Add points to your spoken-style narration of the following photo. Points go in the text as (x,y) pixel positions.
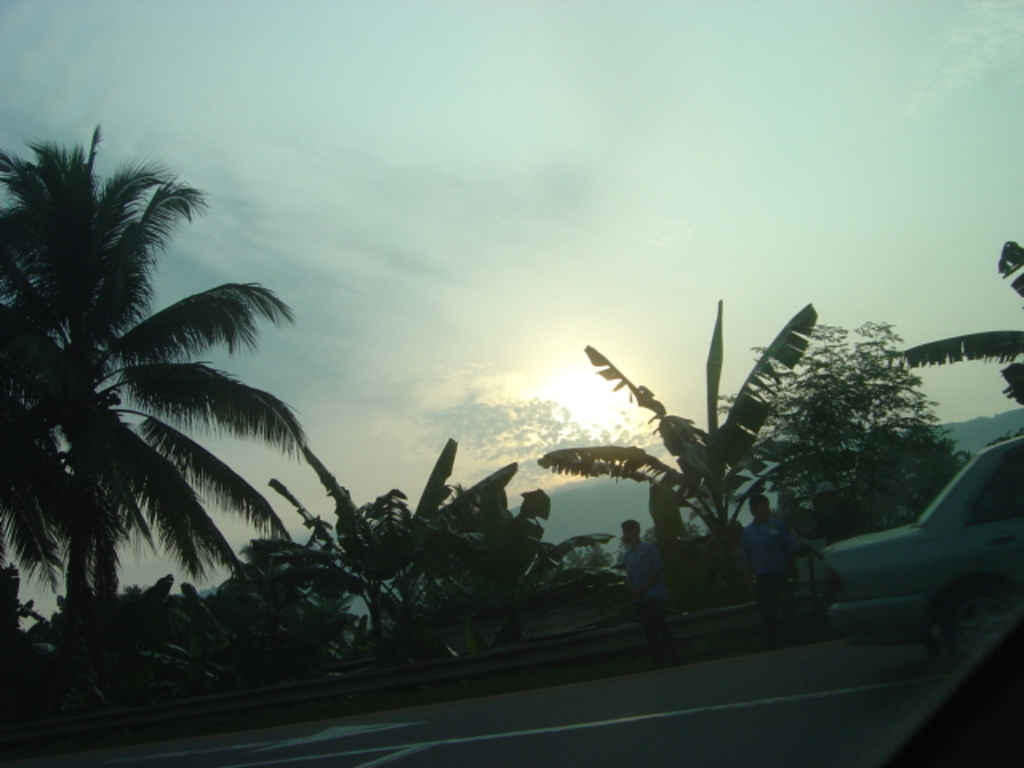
In this image there is a road (621,697) in the middle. On the road (662,681) there are two persons (648,599). On the right side (924,558) there is a car (924,558) on the road (846,672). At the top (522,184) there is the sky (506,217). In the background (846,473) there are trees (856,463). There is a sun (585,397) in the sky (572,401).
